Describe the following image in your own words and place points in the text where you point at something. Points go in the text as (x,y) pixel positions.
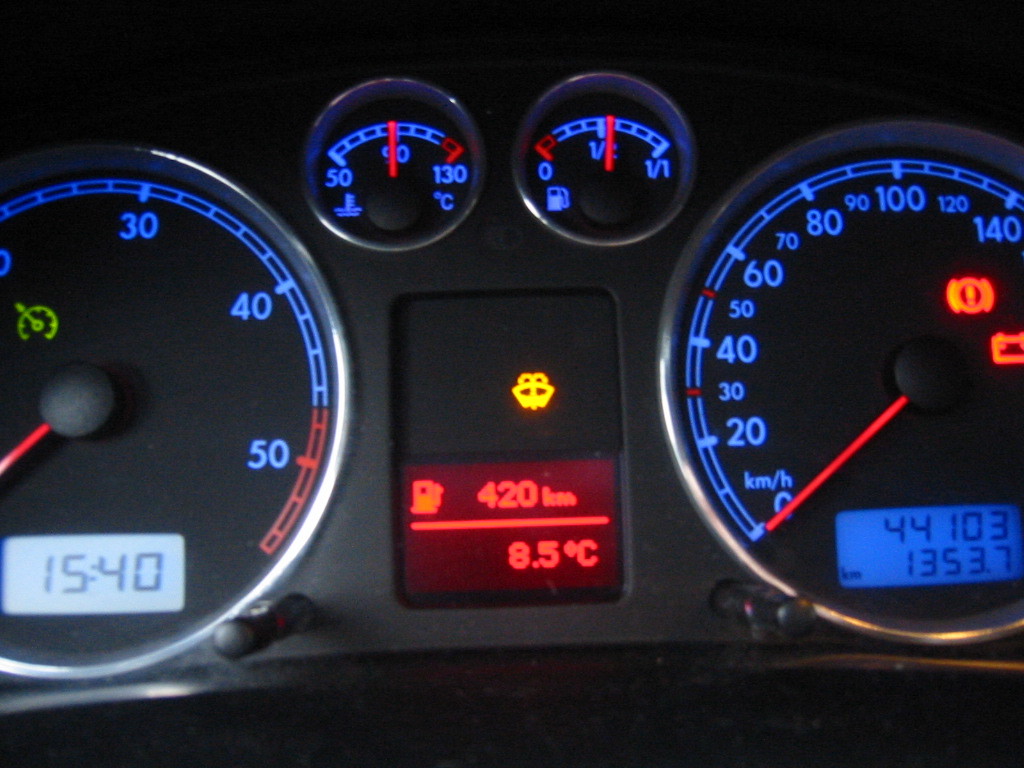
In this image we can see a speed meter (328,445) with some numbers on it.
